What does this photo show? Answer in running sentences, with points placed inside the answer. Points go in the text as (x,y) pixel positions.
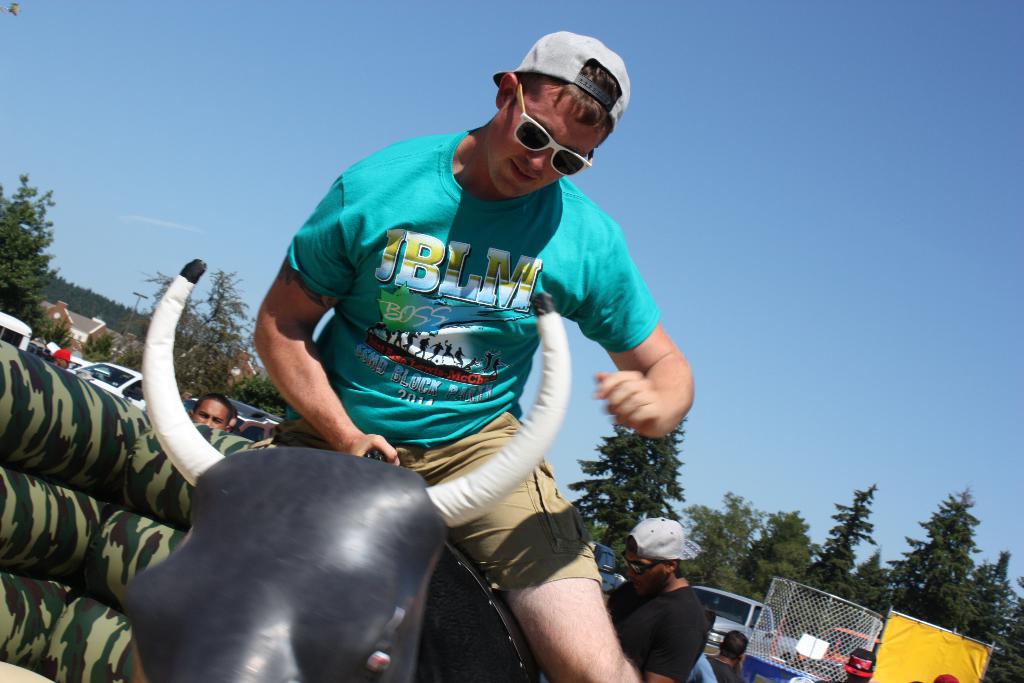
In this image I can see a man (332,431) is sitting on a ride (499,655). I can see he is wearing t shirt (471,411), shorts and a cap (524,69). In the background (664,678) I can see few more people (736,658), few vehicles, number of trees (23,265), fencing (790,582), a yellow colour thing (912,630) and the sky (681,161). I can also see a building (88,327) over there and here I can see something is written.
